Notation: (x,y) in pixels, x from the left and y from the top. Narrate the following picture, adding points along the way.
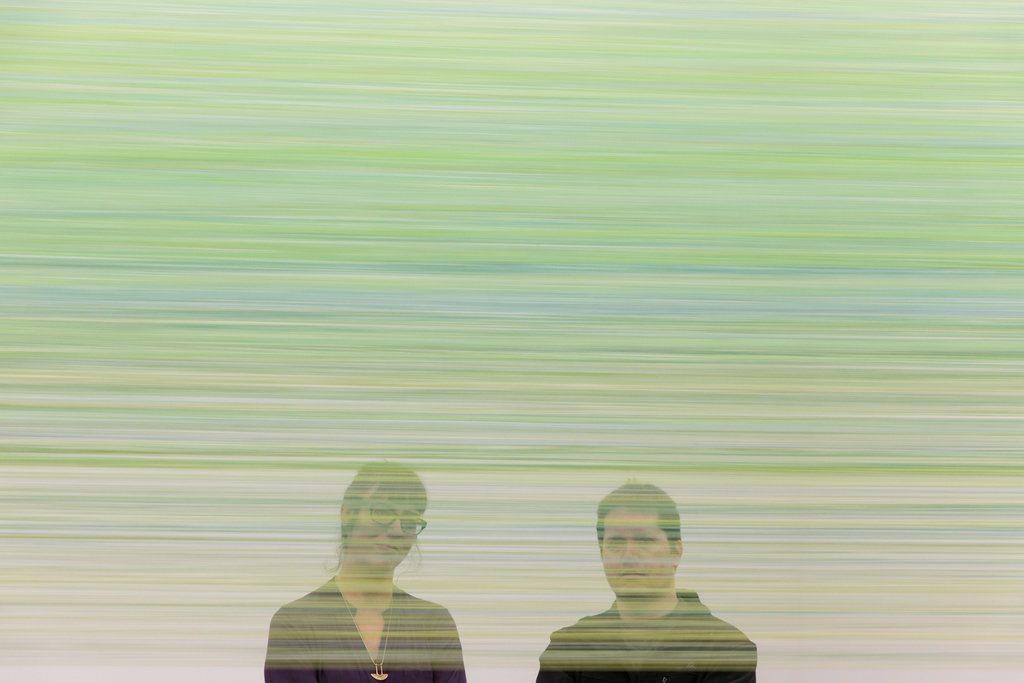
In this image I can see two people (643,579) with black color dress (441,649) and one person (382,554) with the specs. And I can see some green and blue color shades in the back (345,332).
